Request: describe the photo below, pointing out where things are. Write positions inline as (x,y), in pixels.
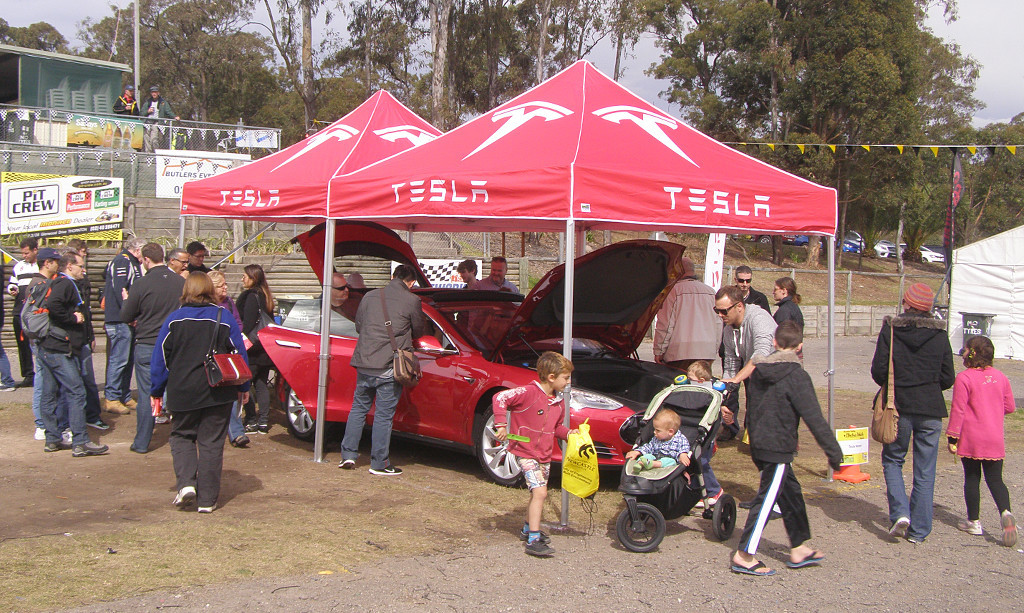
In this image there are group of people (925,451) standing in front of hut (601,152) under which a red color car (446,333) is there. In the right middle (992,330) white color tent (981,266) is there which is half visible. In the middle (517,267) a fence (532,269) is visible. In the left top (83,147) house (78,70) visible and boards (71,203) are visible. In the background (140,18) trees (458,30) are visible and a sky (990,99) visible and ribbons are visible. This image is taken during day time in the ground (532,560).
